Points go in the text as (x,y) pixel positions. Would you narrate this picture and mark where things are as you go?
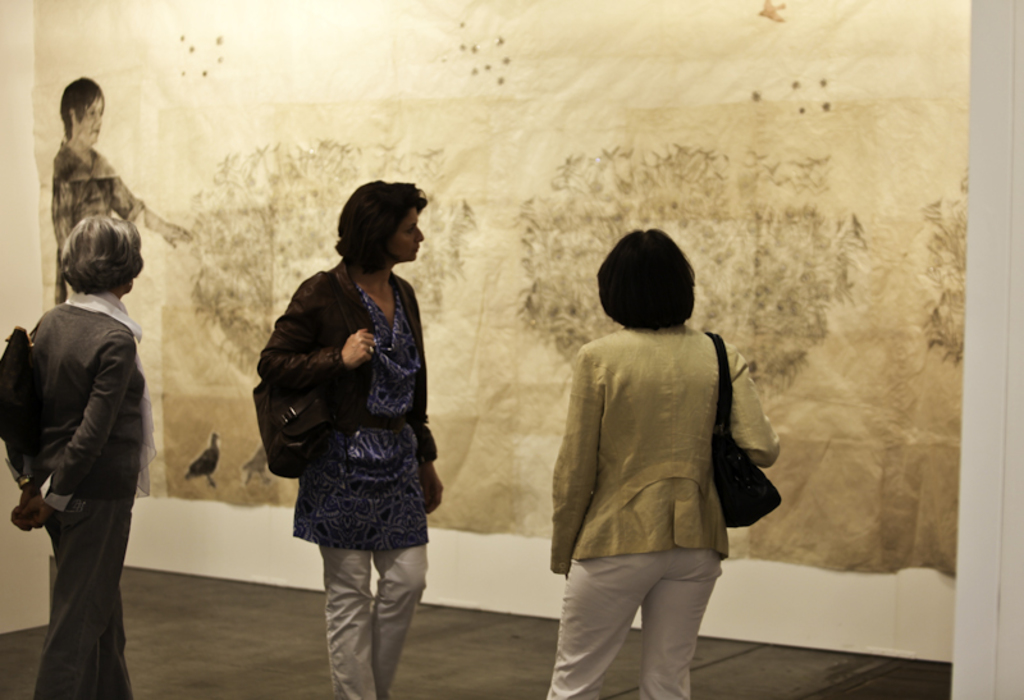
In this image I can see three people (280,370) standing and these people (360,395) are wearing the different color dresses (360,395) and also black color bags (323,414). In-front of these people (394,347) I can see the paper (167,126) to the white color wall (833,575). On the paper (326,224) I can see the person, bird (194,469) and the trees (718,289).
